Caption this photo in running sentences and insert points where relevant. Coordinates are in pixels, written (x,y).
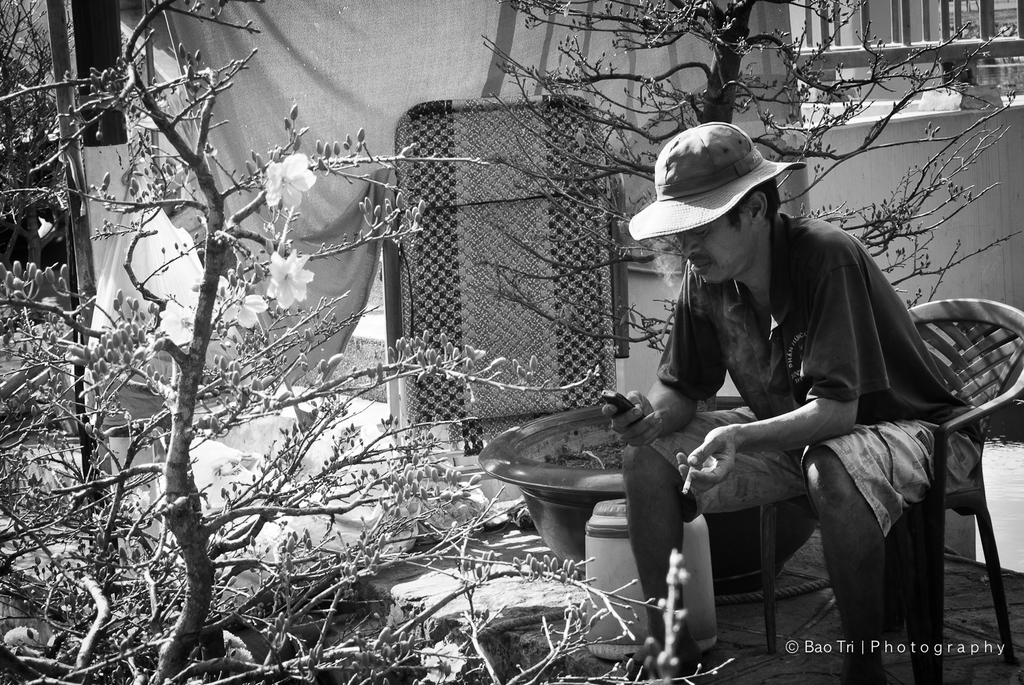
This is a black and white image. In the image there are a man (729,323) sitting on the chair (795,506) and holding mobile phone (624,397) in one hand (642,436) and cigarette (688,475) in the other hand (719,456). In the background (195,226) we can see trees (215,238), cloth (179,36) and a woven panel (417,387).
